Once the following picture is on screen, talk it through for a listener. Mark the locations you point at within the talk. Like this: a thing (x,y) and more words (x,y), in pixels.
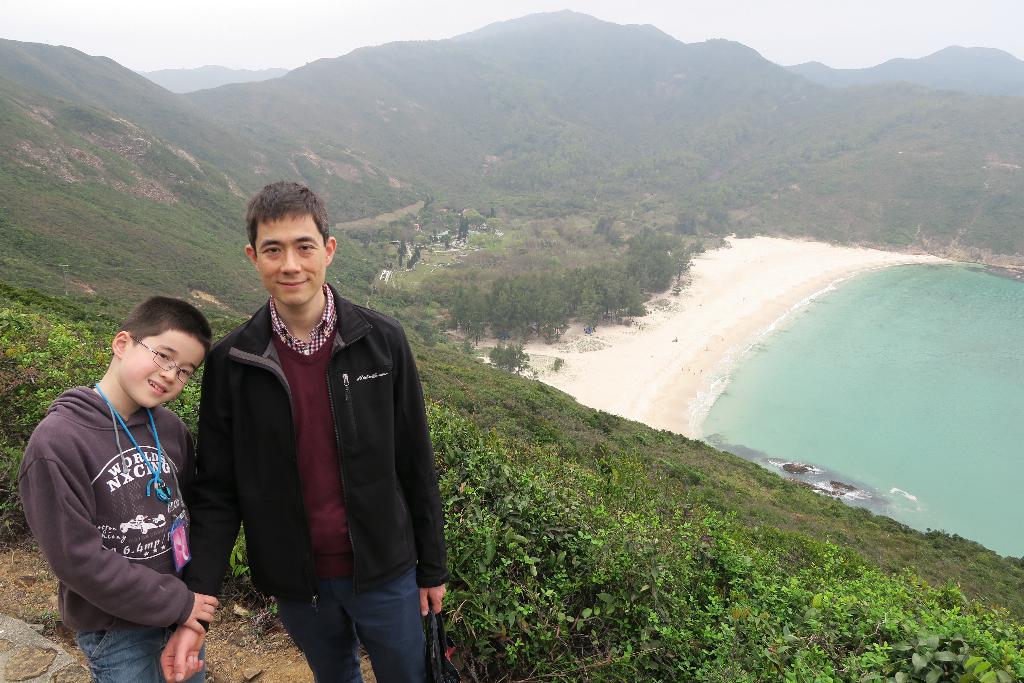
In this picture, we can see there are two people (159,587) standing and behind the people (253,481) there is a water (868,385), trees (616,294), hills (341,176), fog (417,80) and a sky (942,24).
